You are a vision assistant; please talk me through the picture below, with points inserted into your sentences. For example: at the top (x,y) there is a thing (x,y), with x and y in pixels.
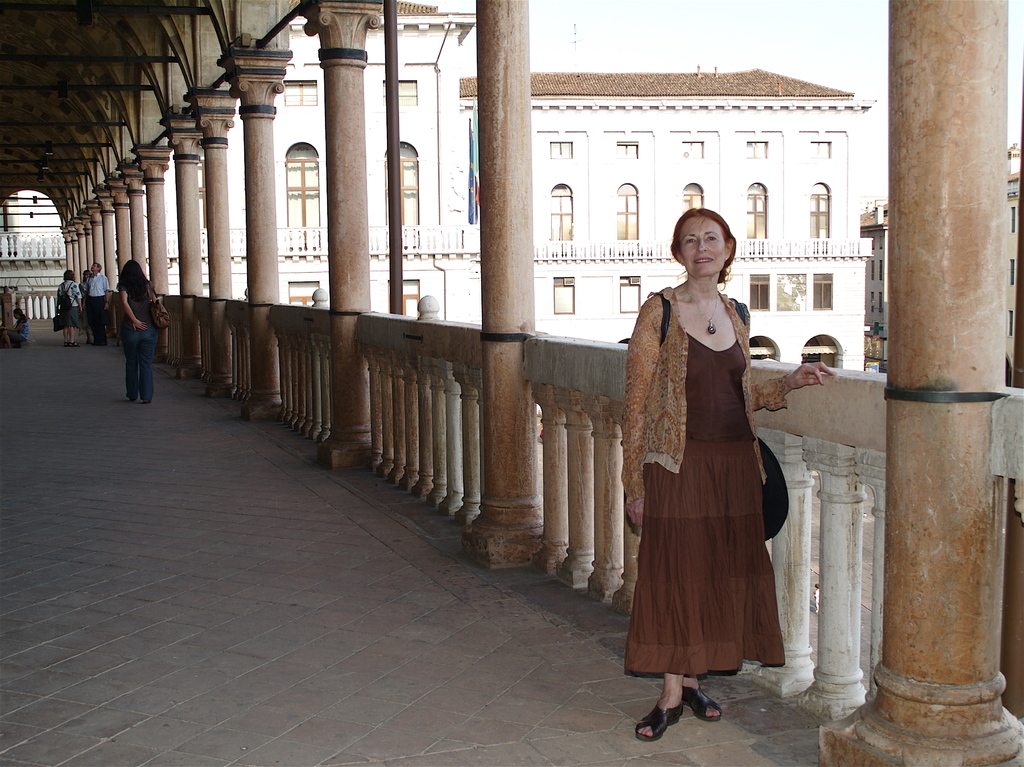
In this image we can see a balcony (351,591) where people (131,302) are standing. Behind the balcony (335,469) buildings (779,172) are present. To the right side of the image (694,376) one lady (688,384) is standing, she is carrying black color bag (764,518) and wearing brown color dress (693,505).
